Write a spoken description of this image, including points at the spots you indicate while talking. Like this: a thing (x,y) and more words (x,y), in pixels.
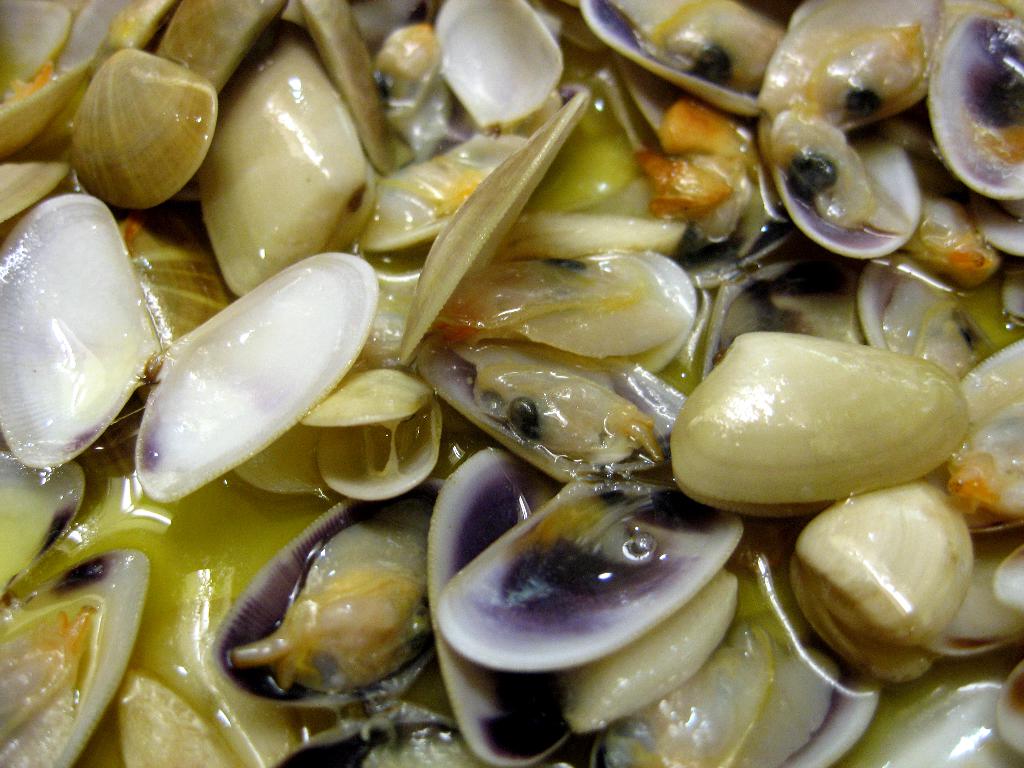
In this image we can see many shells (715,268) and clams (175,359).
